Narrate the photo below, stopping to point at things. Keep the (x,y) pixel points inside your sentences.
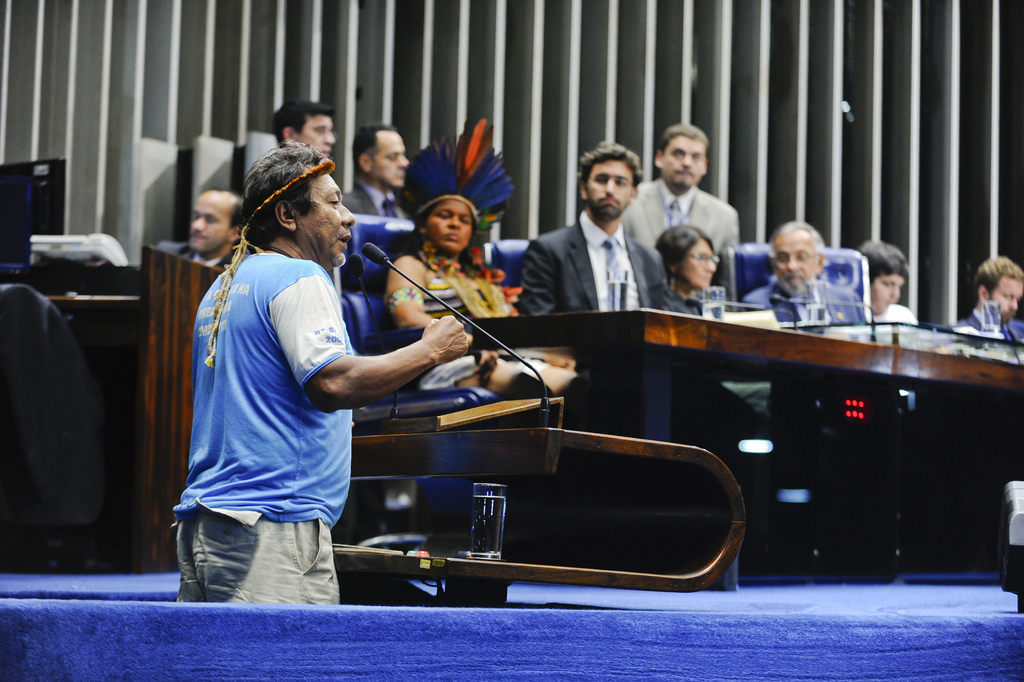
In this image, we can see a group of people (506,199). Few (983,288) are standing and sitting. Here we can see some wooden tables (874,361), few objects (483,501) are placed on it. Here we can see a person (307,269) is talking in-front of a microphone (400,272). At the bottom (689,642), we can see blue color. On the left side (83,246), we can see monitor (42,212), some objects (55,250). Background (711,116) there is a wall (744,93).
